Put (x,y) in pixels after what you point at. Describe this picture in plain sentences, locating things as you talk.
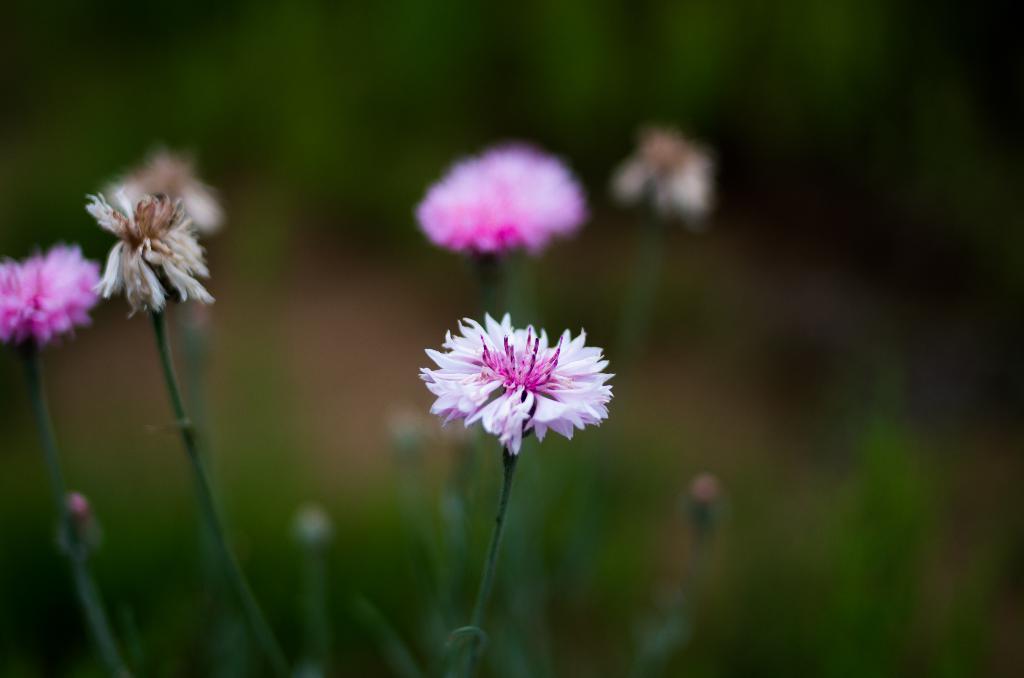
In this image I can see the flowers (140,294) to the plant (42,432). The flowers (35,280) are in pink and white color and there is a blurred background (750,409).
